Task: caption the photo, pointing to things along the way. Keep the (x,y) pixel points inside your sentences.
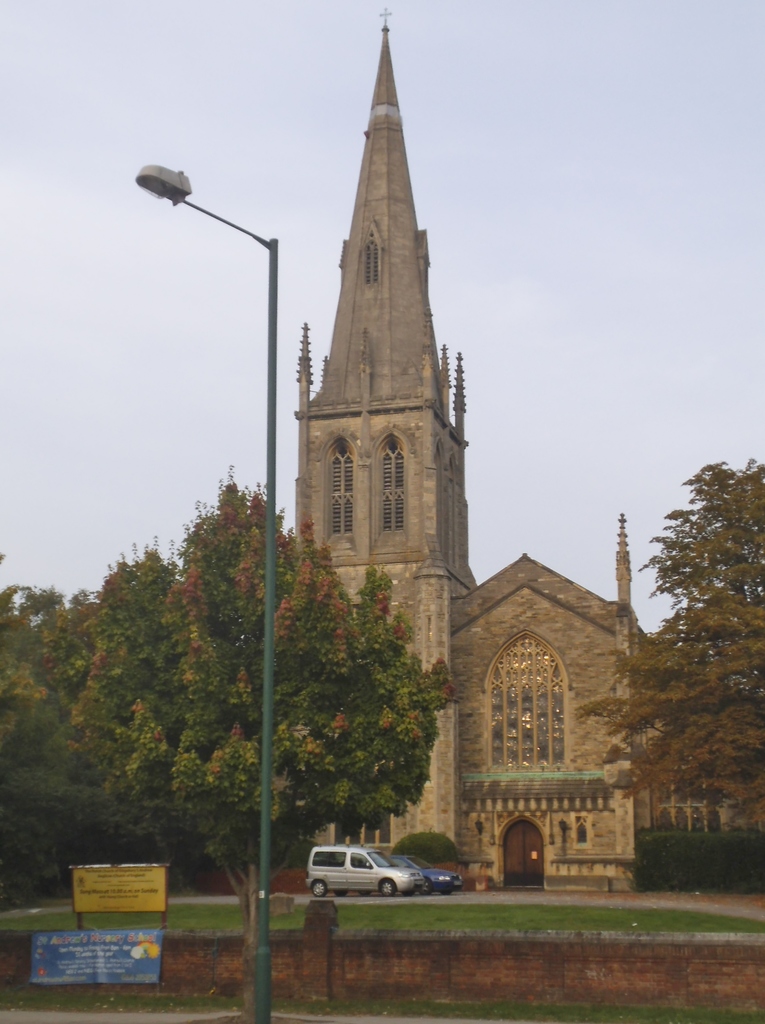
In this image, we can see a church (436,804) with walls (606,754), windows (526,646), doors (523,865) and pillars (366,464). At the bottom (423,961), there is a wall (422,972), pole (263,962) with light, boards (117,978), vehicles (444,879), trees (416,787), plants (30,874), grass (474,926). Background (739,100) there is a sky (321,242).
